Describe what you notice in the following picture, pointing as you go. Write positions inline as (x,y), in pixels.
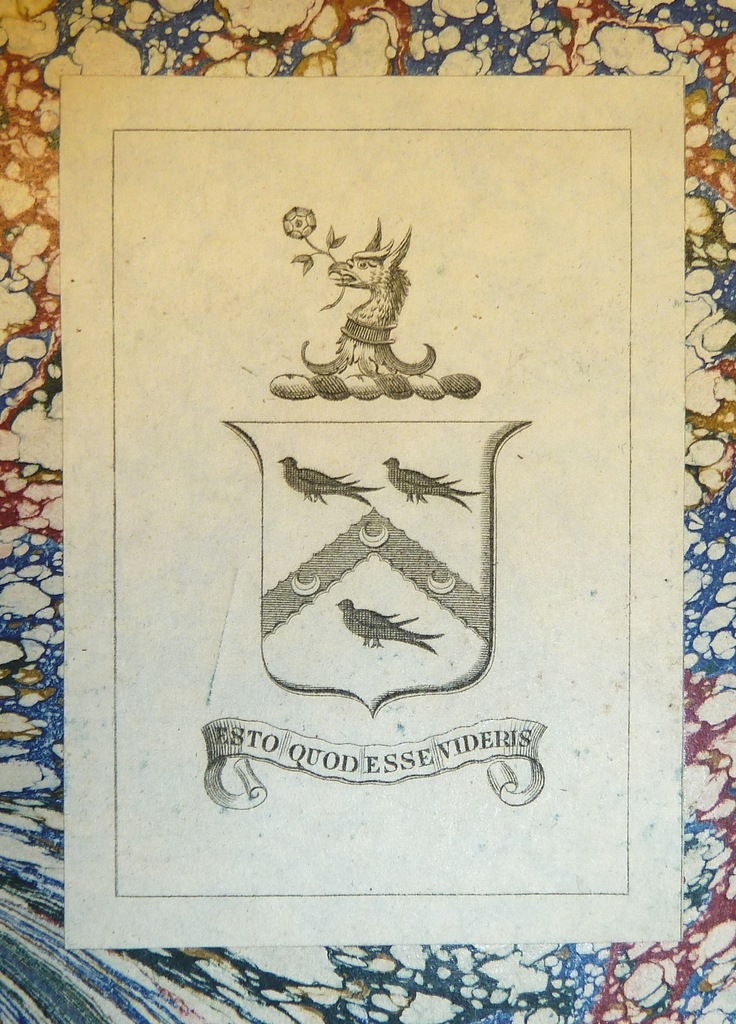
In this picture there are pictures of the birds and there is text (439,754). At the back (452,2) there is a multiple colors background (690,948).
